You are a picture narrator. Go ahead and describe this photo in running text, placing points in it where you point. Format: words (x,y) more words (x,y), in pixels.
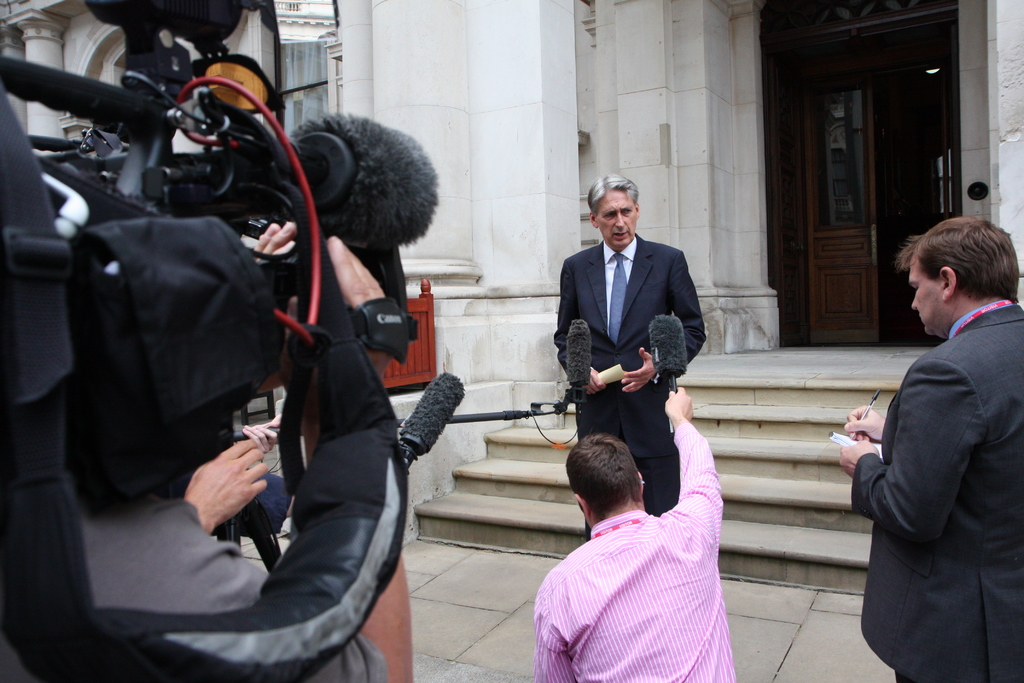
In this picture we can see a building (540,117), people (651,428), stairs (796,406) and a door (864,211). On the right side of the picture (936,489) we can see a person (921,448) holding a pen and a book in his hand (864,412). On the left side of the picture (178,510) we can see a person (290,339) holding a camera (293,336) and at bottom (664,642) we can see a person (697,509) holding microphone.
